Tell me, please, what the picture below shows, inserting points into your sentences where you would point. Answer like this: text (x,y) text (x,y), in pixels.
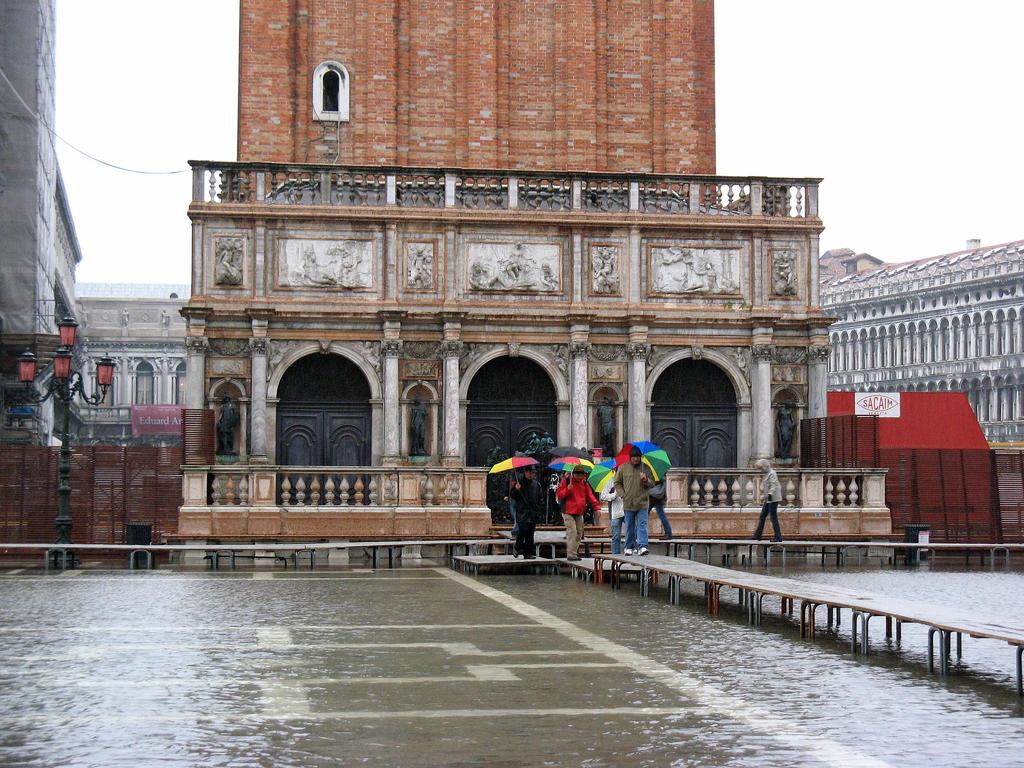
This image consists of buildings (18,330). In the front (509,492), there are few persons (638,518) holding umbrellas (595,477) are walking on the ramp (1020,635). At the bottom (963,587), there is water (587,758). At the top (96,70), there is sky (115,156). In the front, we can see the doors (720,423) in black color.
